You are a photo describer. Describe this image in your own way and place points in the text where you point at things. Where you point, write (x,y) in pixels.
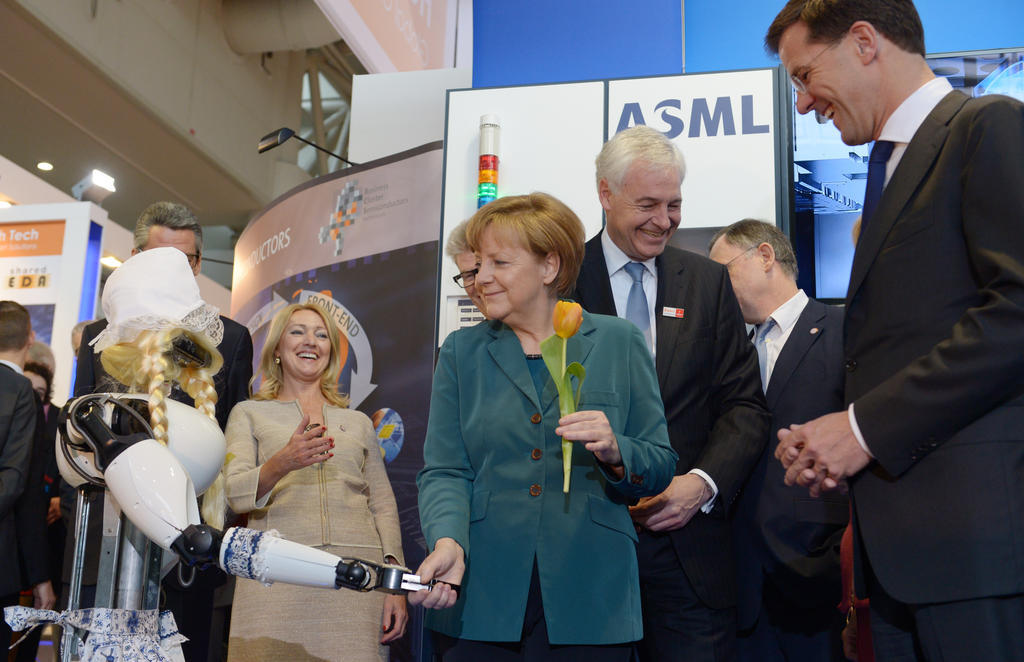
In this image we can see a group of persons (477,442) and among them we can see a person (545,457) holding a flower (570,380). On the left side (194,549), we can see a metal object (150,433) looks like a robot (122,497). Behind the persons (487,220) we can see boards (503,172) and banner (319,247) with text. In the top left (116,69), we can see the roof (148,136).
